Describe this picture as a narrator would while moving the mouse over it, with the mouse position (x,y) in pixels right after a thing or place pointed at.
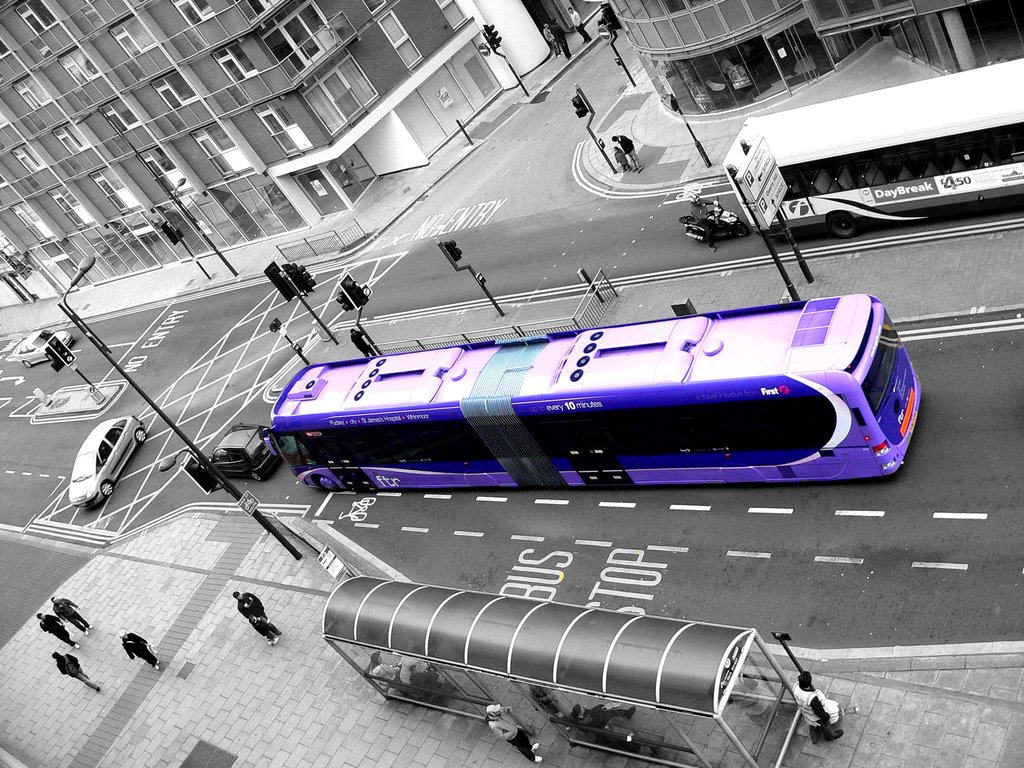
in this picture I can see couple of buses (702,357) and few cars (118,434), a motorcycle (721,224) on the road (613,251) and I can see few traffic signal lights (453,241) to the poles (709,164) and I can see boards (748,196) with some text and few people (260,622) walking and few are sitting in the bus stop (396,679) and I can see buildings (468,86) and few people (562,29) standing in the back (562,29).
